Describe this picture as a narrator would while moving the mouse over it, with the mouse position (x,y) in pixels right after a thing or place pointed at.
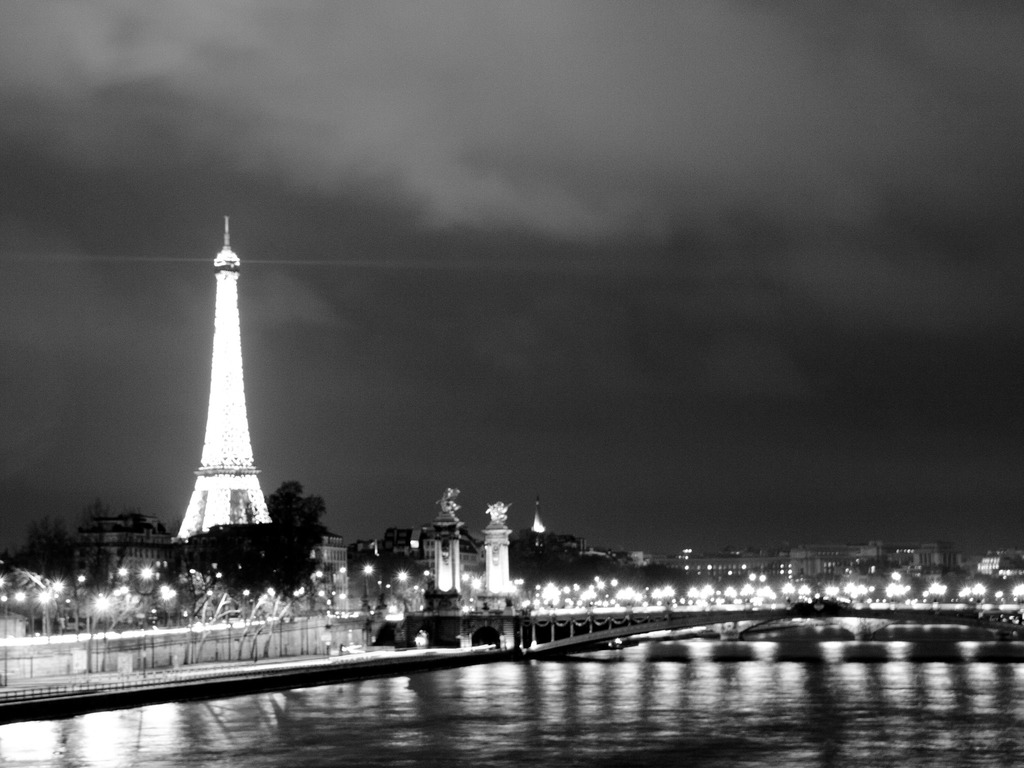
In the picture we can see a night view of Paris city (997,605) with Eiffel tower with full of lights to it and near it, we can see some trees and buildings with lights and we can also see a bridge (988,614) and under it we can see water (738,761).
